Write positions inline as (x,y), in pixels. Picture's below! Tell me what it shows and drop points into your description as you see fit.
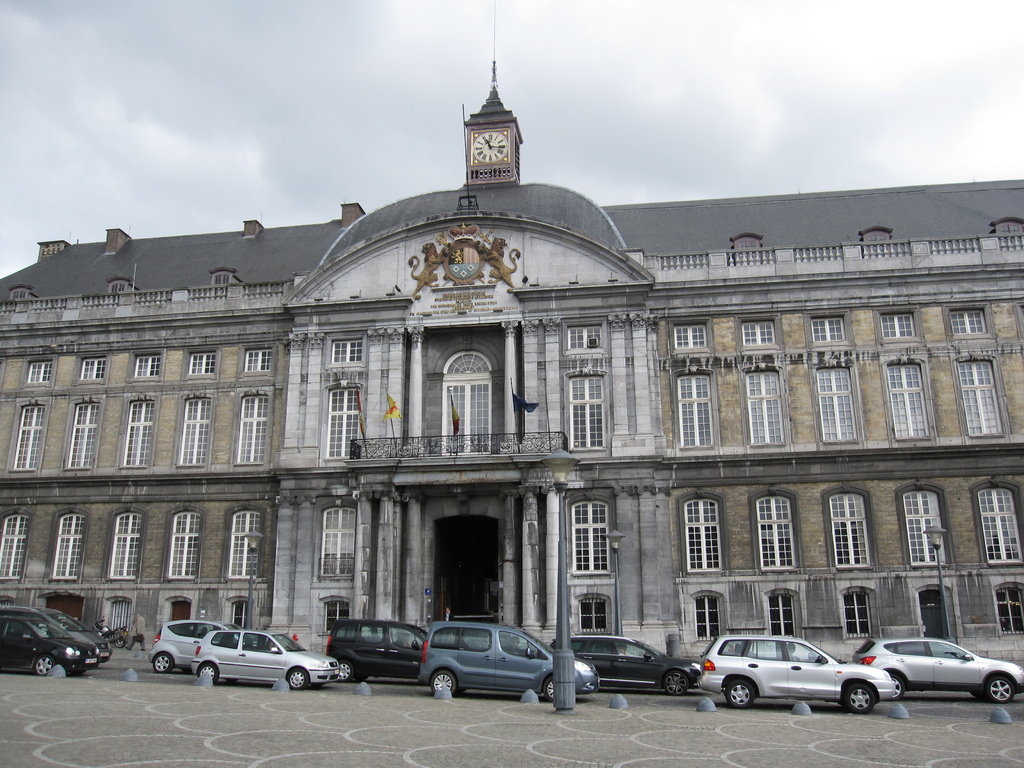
In this image I can see the building (777,351), windows (999,521), flags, light poles (570,674), vehicles (715,658) and one person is walking. The sky (613,120) is in grey and white color.
